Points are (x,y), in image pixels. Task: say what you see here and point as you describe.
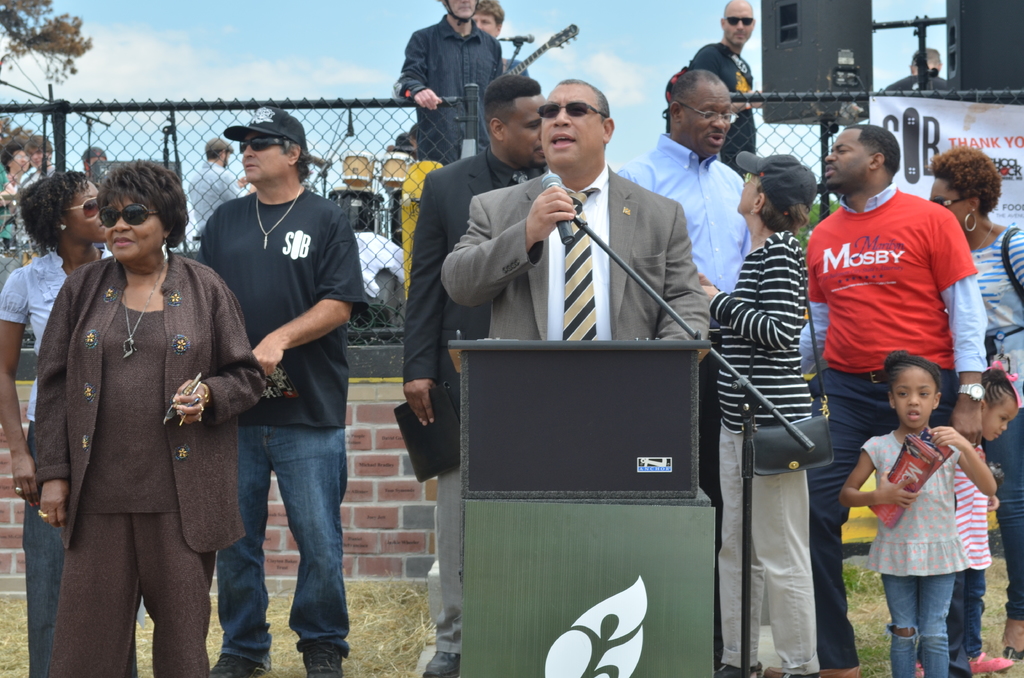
In this image I can see there are few persons (192,294) visible in ground (373,619) and I can see a person (552,166) holding a mike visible in front of the podium (511,364) and at the top (700,43) I can see the sky (614,42) and tree (67,55) and in the middle (400,239) I can see fence (303,114).
